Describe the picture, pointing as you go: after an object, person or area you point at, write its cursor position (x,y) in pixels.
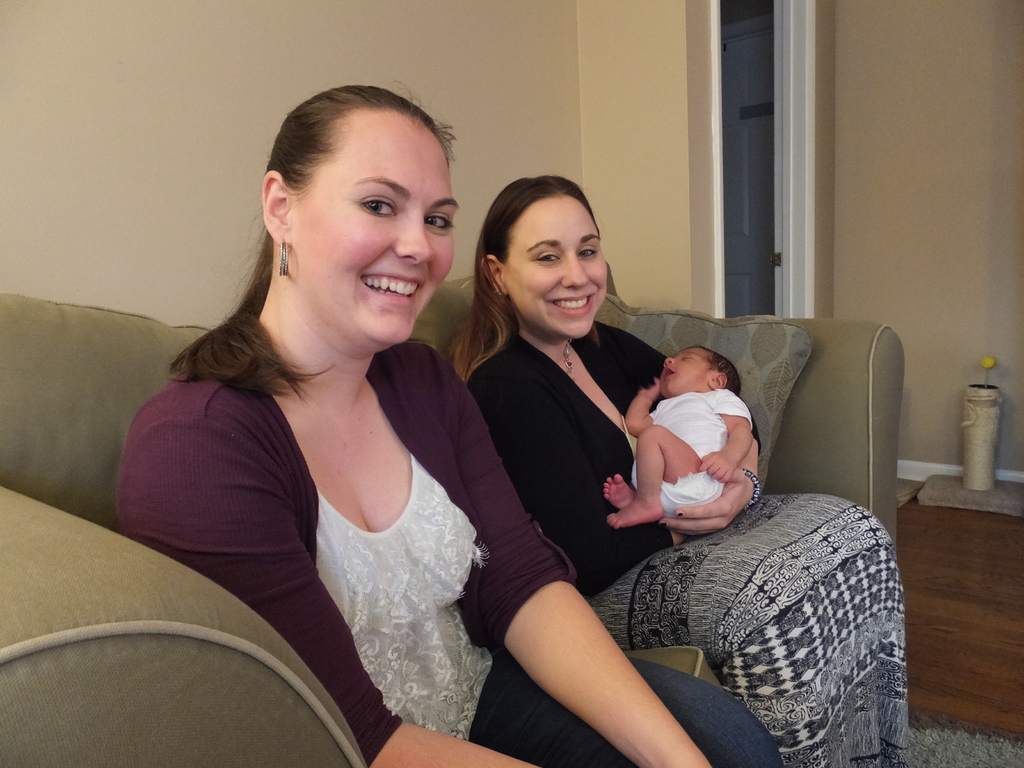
In this image there are two ladies (409,712) sitting on the sofa (776,430), in which one of them is holding baby (675,438), beside them there is a flower vase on the floor (1008,540).
